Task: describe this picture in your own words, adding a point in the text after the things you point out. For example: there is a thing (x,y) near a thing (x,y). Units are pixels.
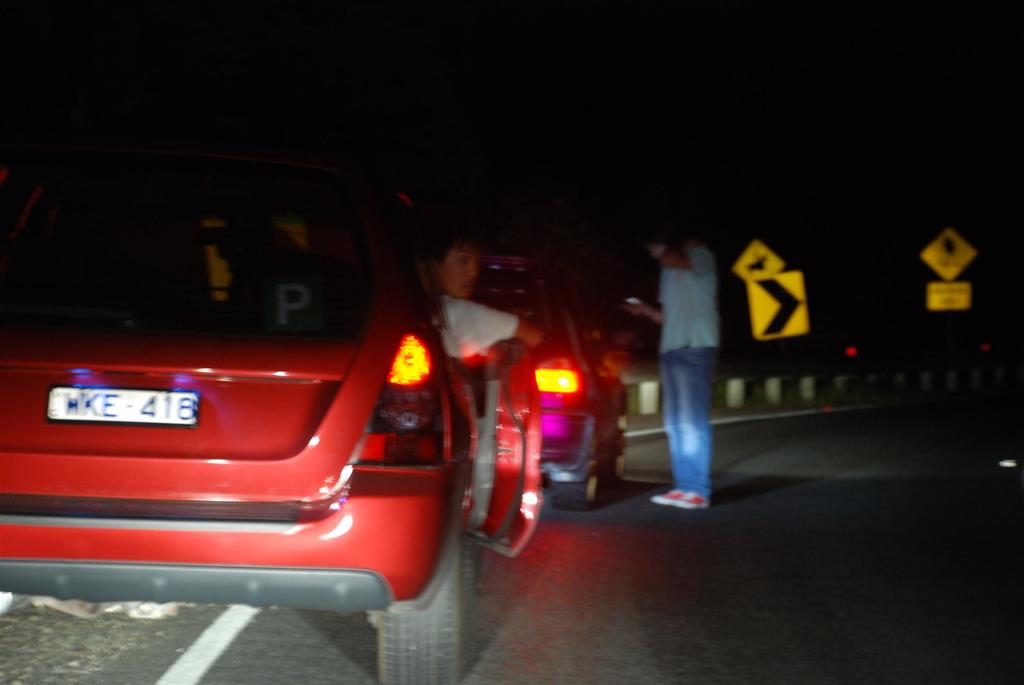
In this image I can see two vehicles (437,367), in one vehicle (420,382) I can see person (502,312) and I can see another person (693,421) standing on road (731,499). On the road (708,614) I can see sign board (779,297) and this picture is taken during night.
